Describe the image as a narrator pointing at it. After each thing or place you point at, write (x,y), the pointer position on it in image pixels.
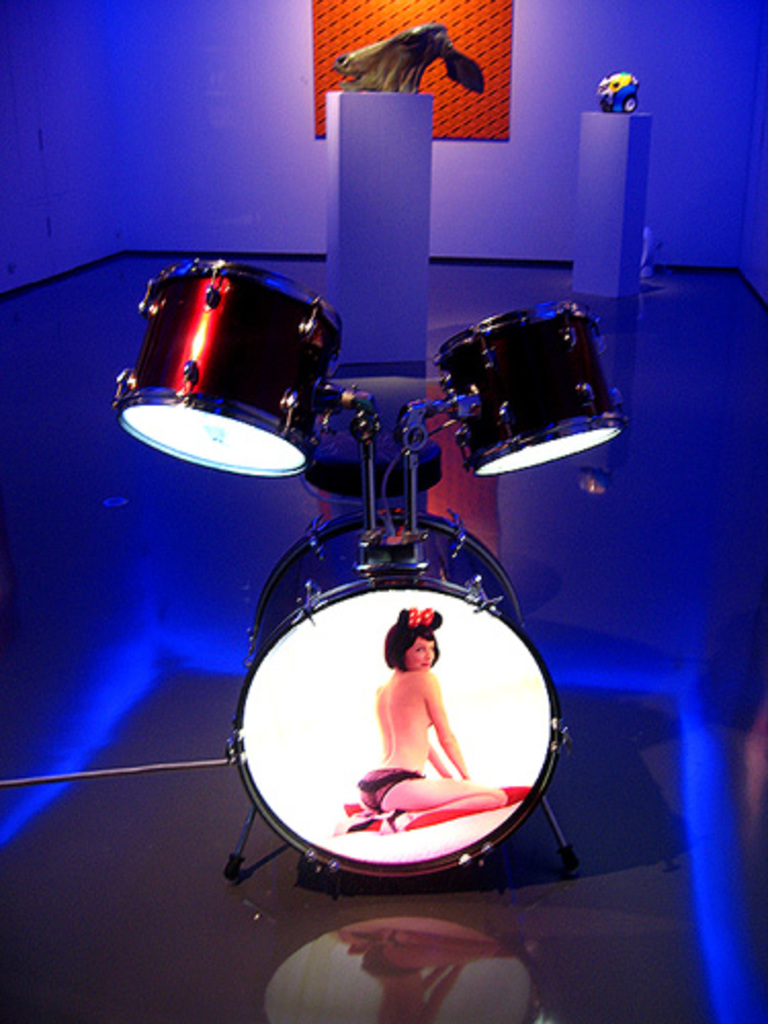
In the picture I can see musical drums (392,670) which has a picture (404,623) of a woman (404,623) on the floor (712,862). In the background (564,183) I can see wall (250,149) and some other objects (615,284). I can also see blue color lights (706,817).
